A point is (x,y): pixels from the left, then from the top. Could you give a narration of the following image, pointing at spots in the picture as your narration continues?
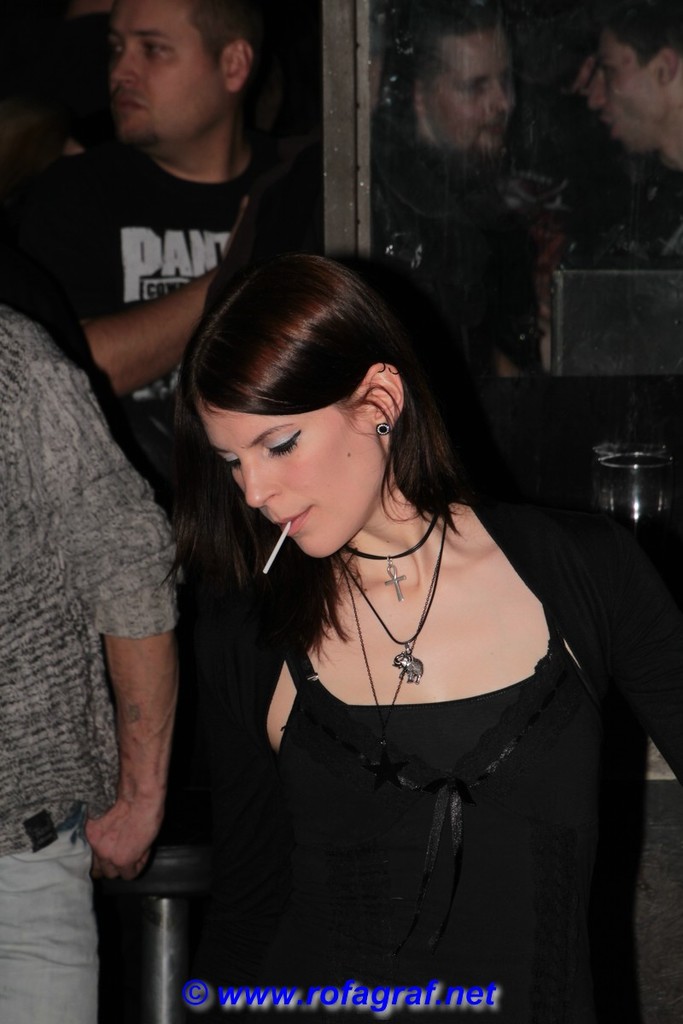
In this image there are some persons (303,337) are standing as we can see in middle of this image (297,518) and the women (439,786) standing at bottom of this image (431,841) is wearing black color dress (421,838) and there is a logo (364,993) with some text (323,1003) at bottom of this image (332,987) and there is a glass door (448,207) at top right corner of this image (503,261).
